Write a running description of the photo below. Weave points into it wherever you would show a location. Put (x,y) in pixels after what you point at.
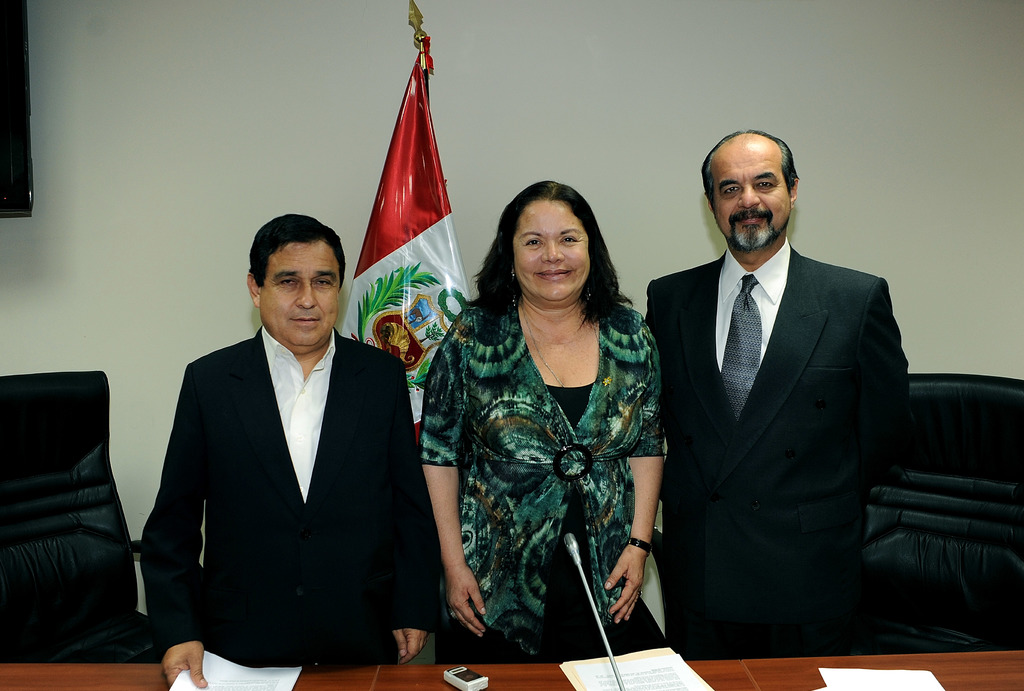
It is a meeting room (535,229) there is a brown color table (109,664) on which some papers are placed there are three people (719,345) standing in front of table (977,665) a woman (550,389) is standing in the middle (531,400) and two men (354,400) on the either side there is a chair (16,475) beside them in the background (464,194) there is a flag (430,233) and a wall (375,104).
